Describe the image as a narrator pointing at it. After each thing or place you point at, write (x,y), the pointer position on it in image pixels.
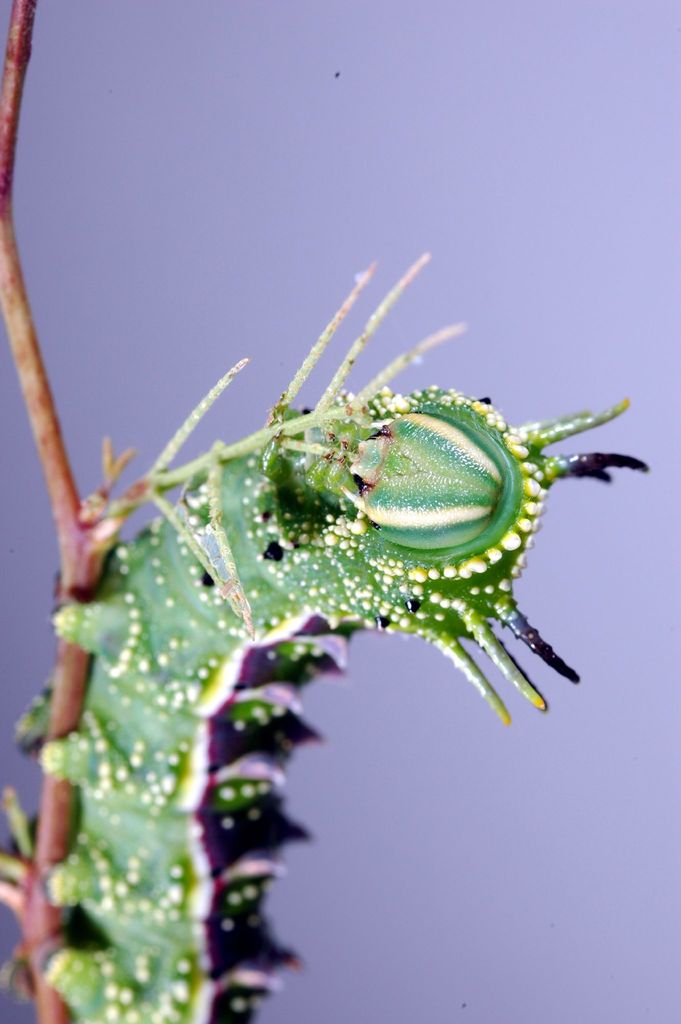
In this picture I can observe caterpillar (251,640) which is in green color. The background (529,186) is in purple color.
